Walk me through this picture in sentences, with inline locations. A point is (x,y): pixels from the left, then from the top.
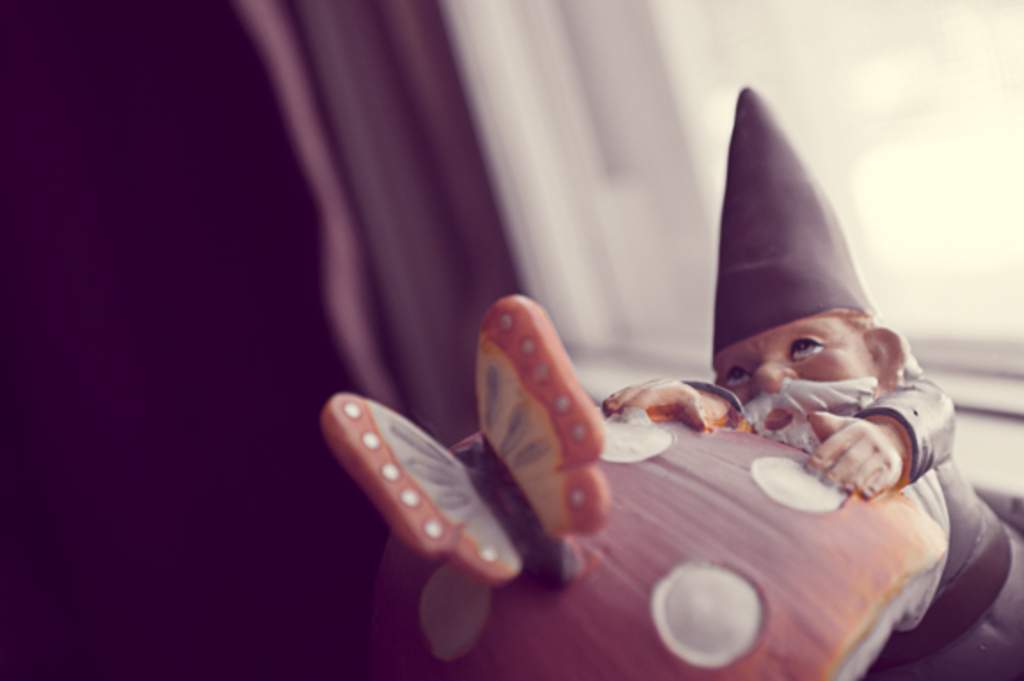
In this image I can see a toy (753,401) which is in cream and gray color, in front (662,471) I can see a mushroom (584,562) in orange and cream color. Background (781,18) I can see a window (592,23) and the curtain (395,208) is in maroon color.
